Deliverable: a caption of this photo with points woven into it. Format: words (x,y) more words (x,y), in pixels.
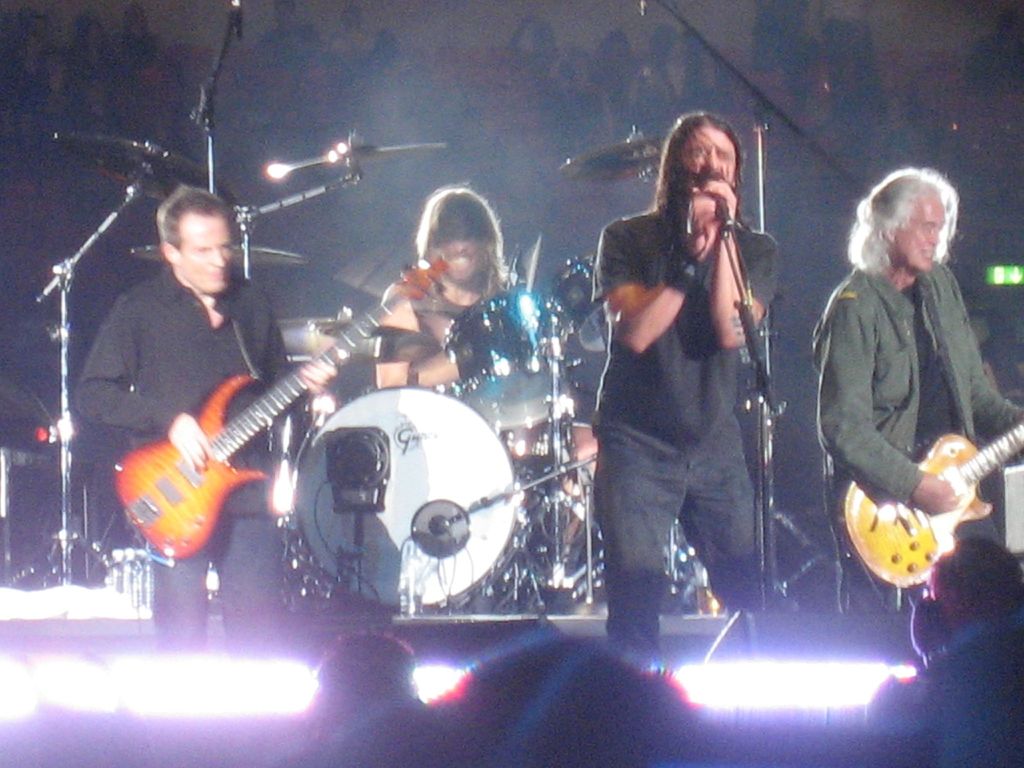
This image might be clicked in a musical concert. There are four people (648,387) on the stage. The one who is on the right (861,436) and left side (212,357) are playing guitars (903,521) and in the middle (666,279) a person (674,397) is singing something, he is holding mike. Behind him there is a person (455,377) who is playing drums (442,429). There are lights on the top (343,151). There are some people (690,711) in the bottom (1020,655) who are watching them.
